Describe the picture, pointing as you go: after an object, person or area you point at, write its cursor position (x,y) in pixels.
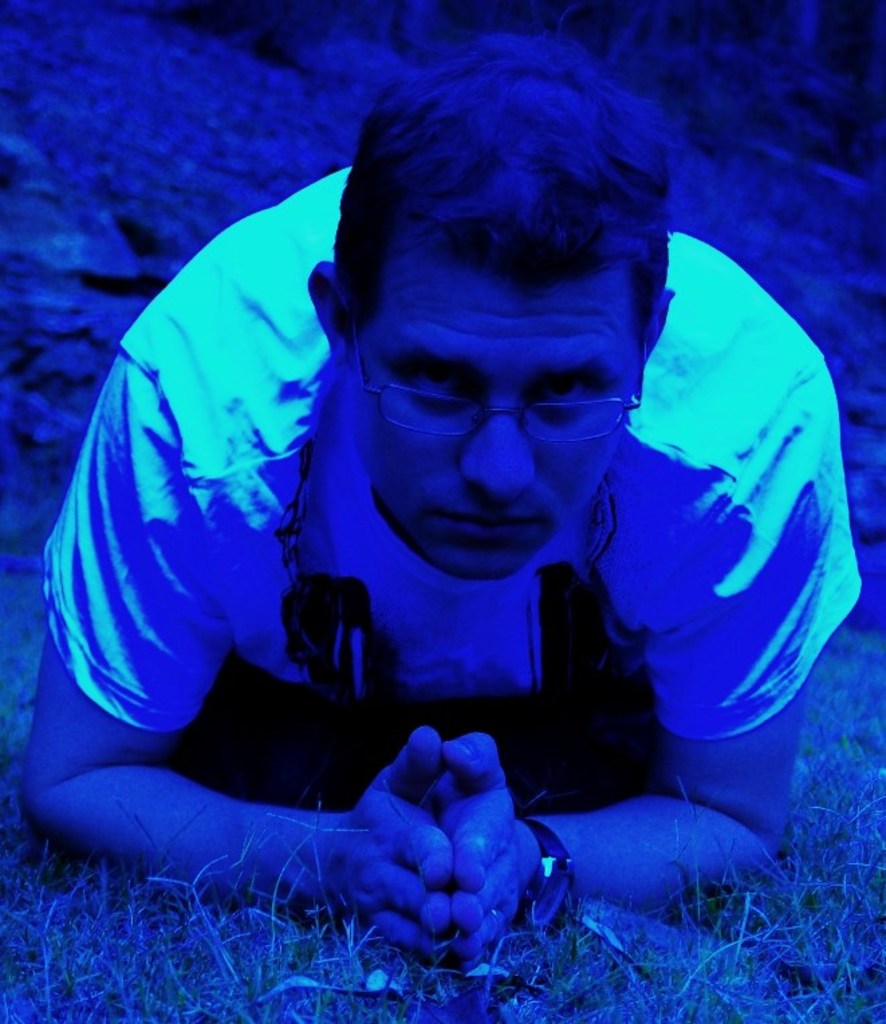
In this image I can see a person (362,656) wearing spectacles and a t shirt (144,670). There is grass (173,914) beneath him.
